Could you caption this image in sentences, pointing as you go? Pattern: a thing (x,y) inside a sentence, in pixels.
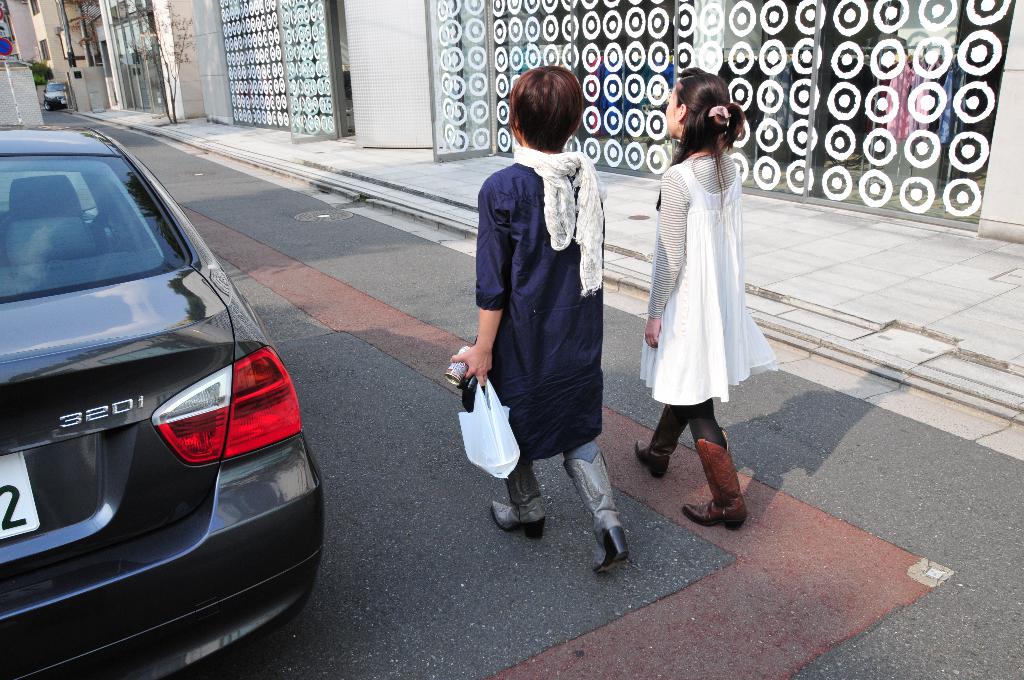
In the picture we can see a car (61,415) on the road (578,575) which is black in color and beside it, we can see two women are walking and one woman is holding a polythene bag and beside them we can see a building wall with a glass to it and designs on it and in the background (102,106) also we can see some buildings (149,85) with glass doors (150,77) and a car (55,91) is parked near it.
